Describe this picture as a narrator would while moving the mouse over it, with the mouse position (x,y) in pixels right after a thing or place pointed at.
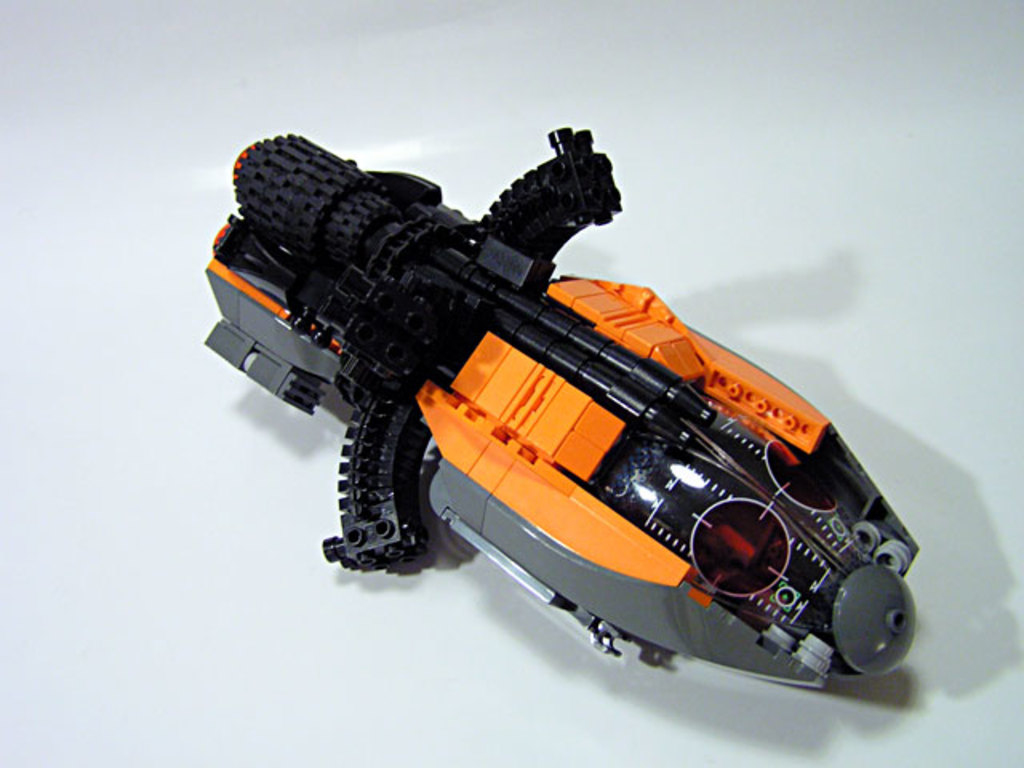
In the middle of this image (399,408), there is a black color toy gun (405,251) attached to an object (370,401). This object (682,345) is placed on a surface (209,471). And the background (892,160) is white in color.
